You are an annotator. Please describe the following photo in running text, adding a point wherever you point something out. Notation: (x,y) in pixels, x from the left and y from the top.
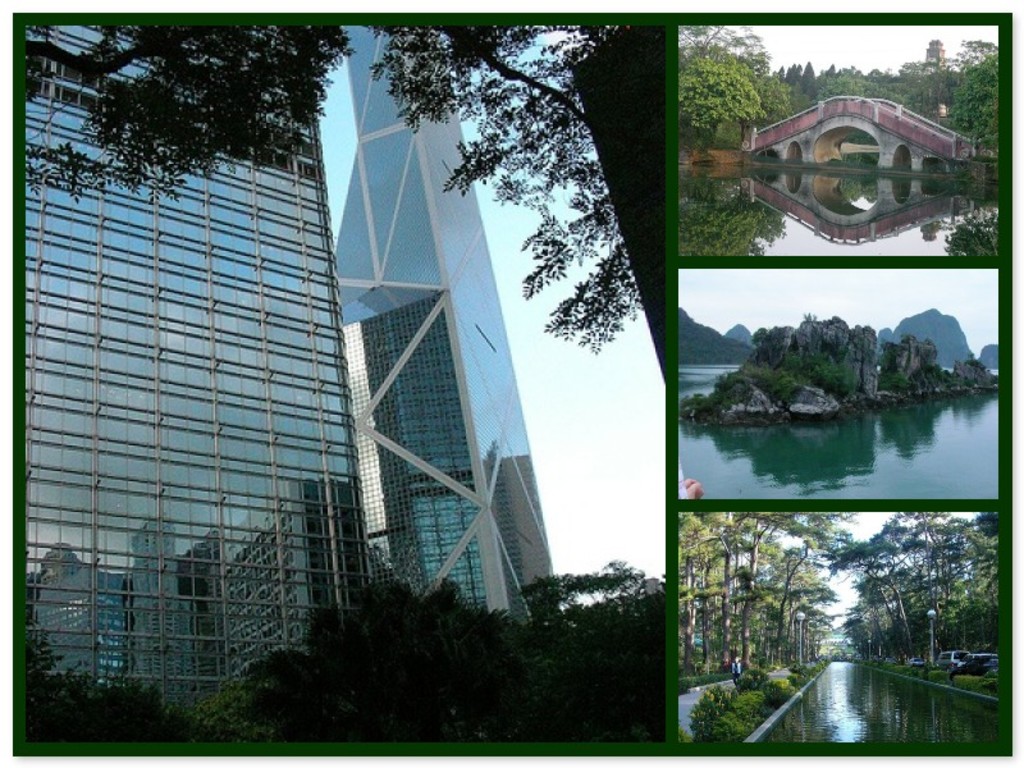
This image looks like it is edited and made as a collage. On the left (154,432), we can see the buildings (226,536) and skyscrapers (482,259) along with a tree (194,141). On the right top (824,198), there is a bridge (904,163) along with water (801,226). In the middle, there is a rock (925,352) along with the mountains (928,335). At the bottom (715,628), there are many trees (875,651).
